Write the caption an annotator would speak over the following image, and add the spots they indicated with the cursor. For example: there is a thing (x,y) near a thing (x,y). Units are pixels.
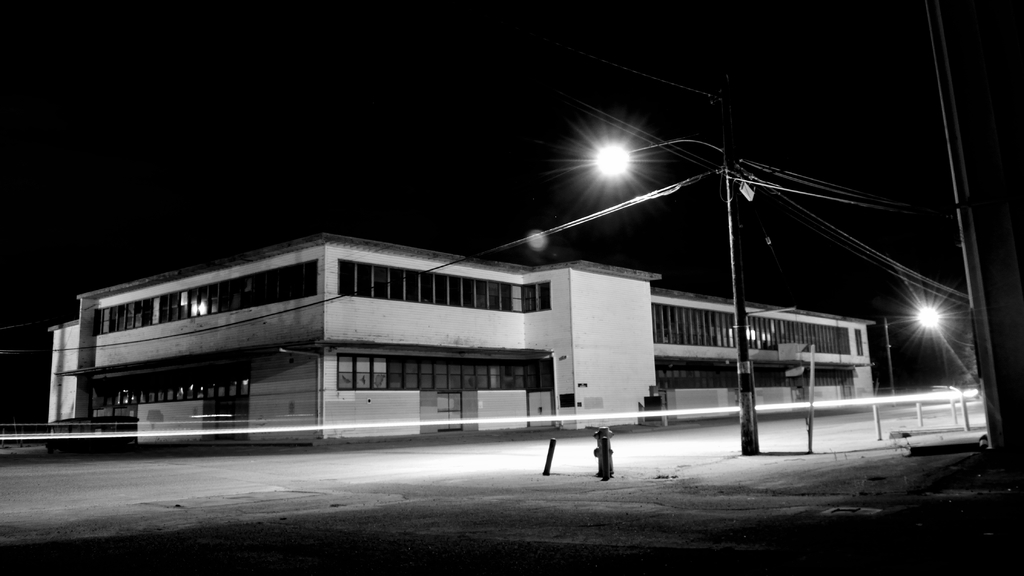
This picture is in black and white. In the center (432,377), there is a building (479,345). Before it, there is a road (673,442). Beside the road (804,450), there are poles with lights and the background (297,99) is dark.
